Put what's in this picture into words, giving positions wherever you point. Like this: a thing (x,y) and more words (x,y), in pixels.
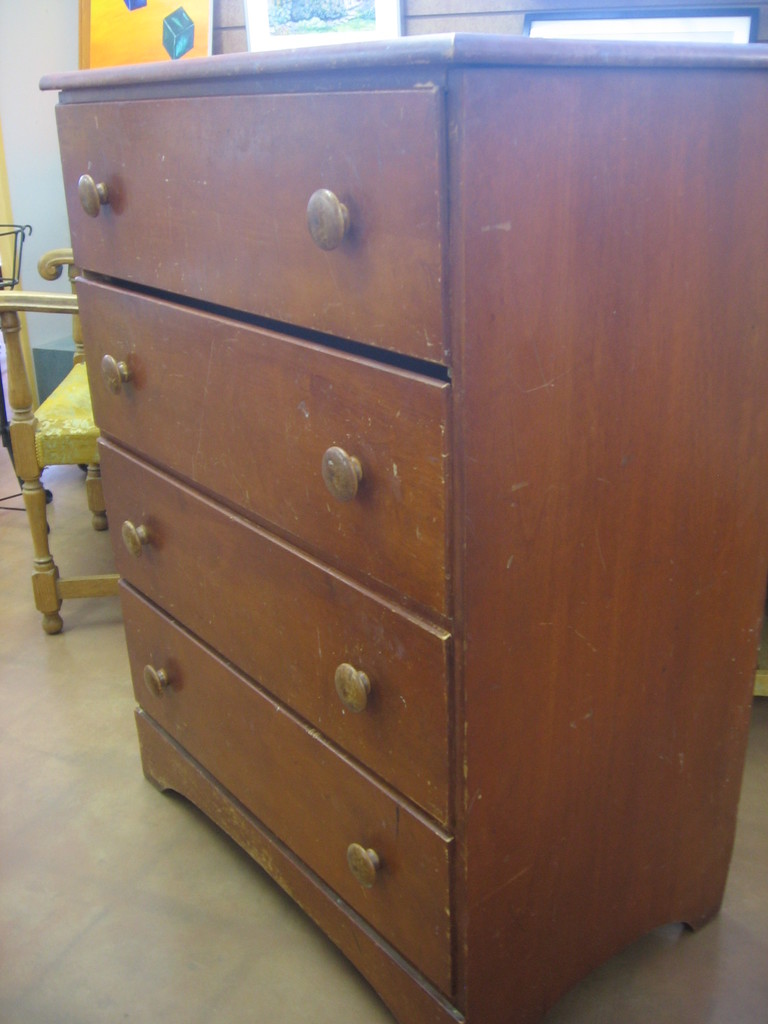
In the image we can see there is a chest of drawers (421,542).
